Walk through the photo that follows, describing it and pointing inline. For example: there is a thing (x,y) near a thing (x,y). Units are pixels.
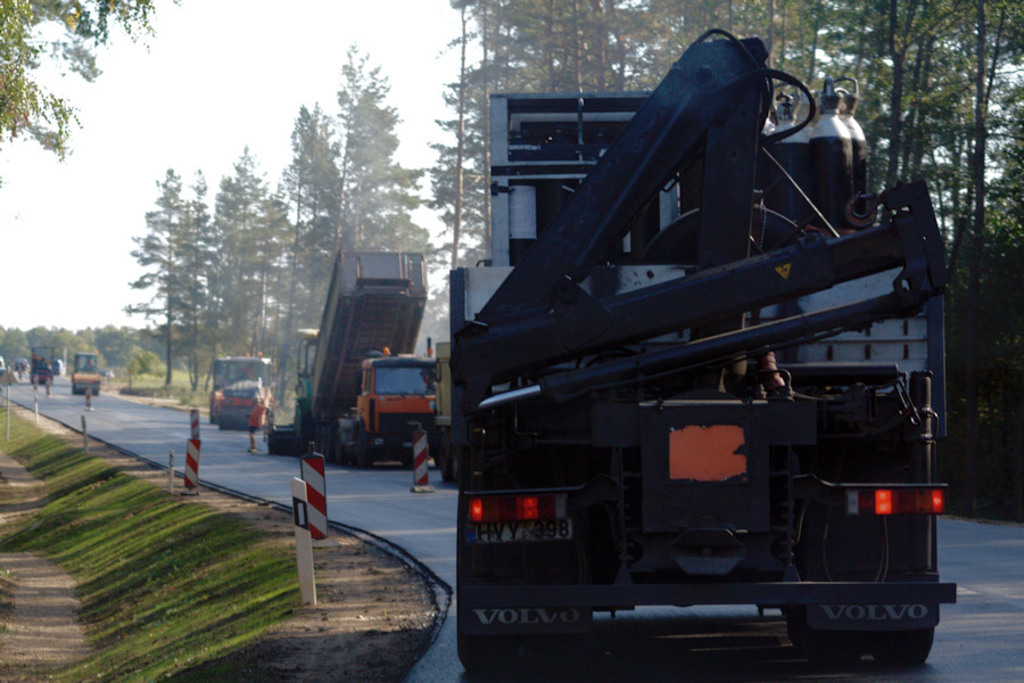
In this image I can see the road (438,529), few vehicles (475,529) on the road (436,551), few traffic poles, some grass (172,508) on the ground (191,528) and few trees (284,292) which are green in color. In the background (57,92) I can see the sky (196,81).
